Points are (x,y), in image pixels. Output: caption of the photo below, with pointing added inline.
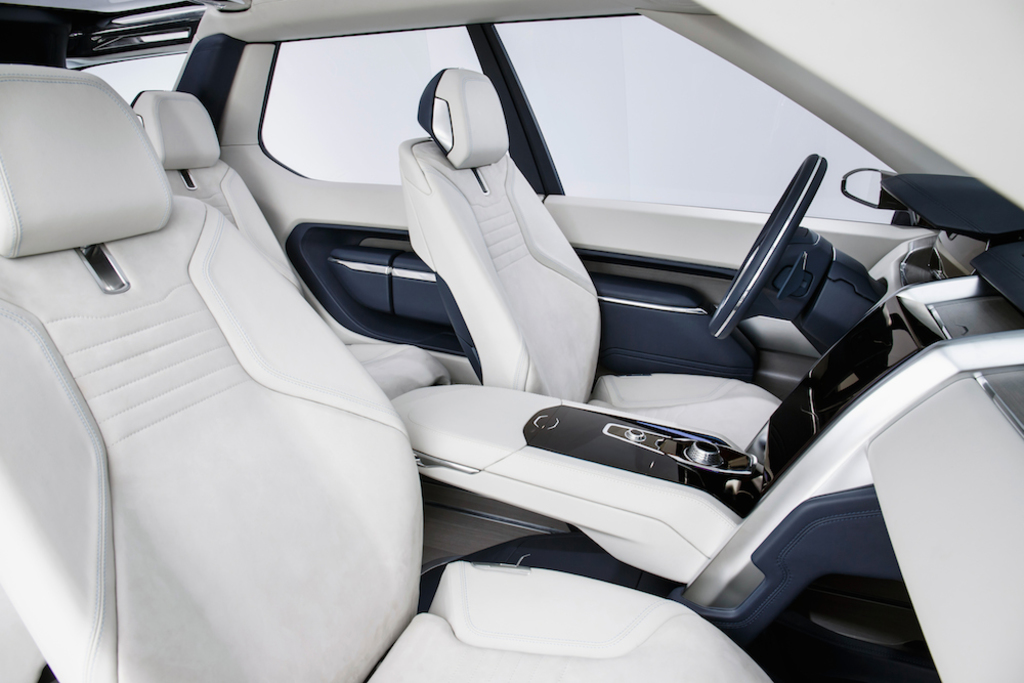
This picture describes about inside view of a car (528,351), in this we can find few seats (498,198), steering wheel (726,320) and other things (724,245).
